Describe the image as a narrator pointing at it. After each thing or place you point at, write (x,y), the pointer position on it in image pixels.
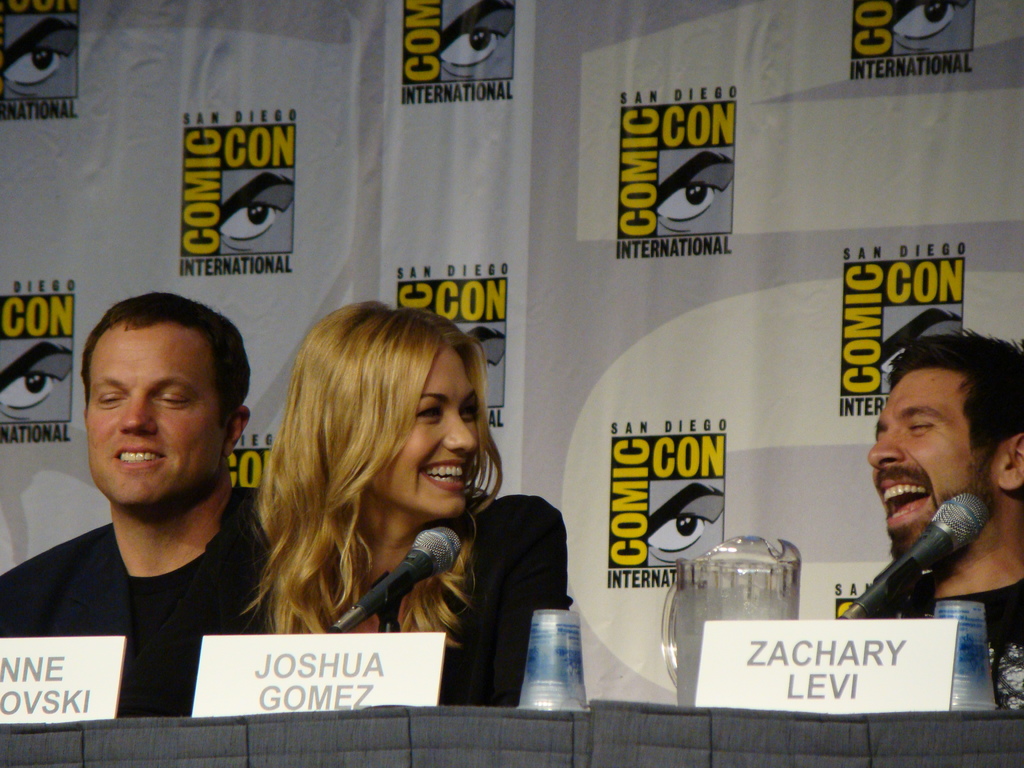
In this image we can see three persons (426,623) sitting on chairs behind table (189,726) smiling and there are some microphones (369,602), name boards (714,644), glasses (968,641) and jug (691,654) on table (778,758) and in the background of the image (339,118) there is white color sheet (339,178) of which there are some paintings (656,150).
